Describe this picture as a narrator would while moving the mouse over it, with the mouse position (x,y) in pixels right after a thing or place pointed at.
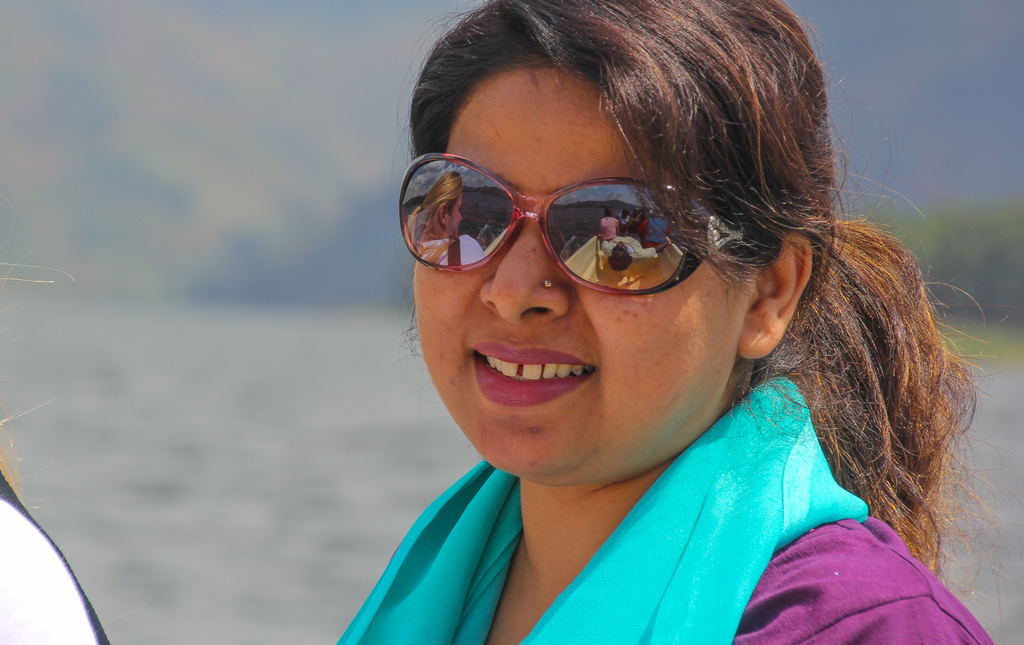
In the image a woman (420,593) is smiling. Behind her there is water (991,405).
